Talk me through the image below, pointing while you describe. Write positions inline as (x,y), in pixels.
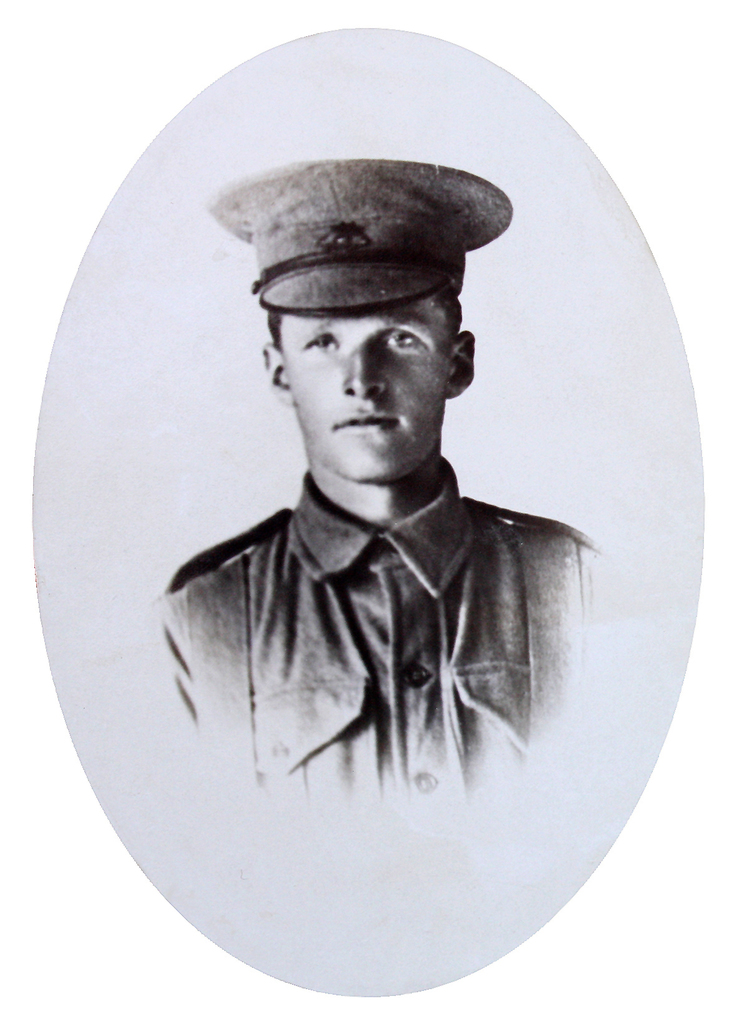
In this image we can see a picture of a person (353,517) wearing a cap (364,295).
